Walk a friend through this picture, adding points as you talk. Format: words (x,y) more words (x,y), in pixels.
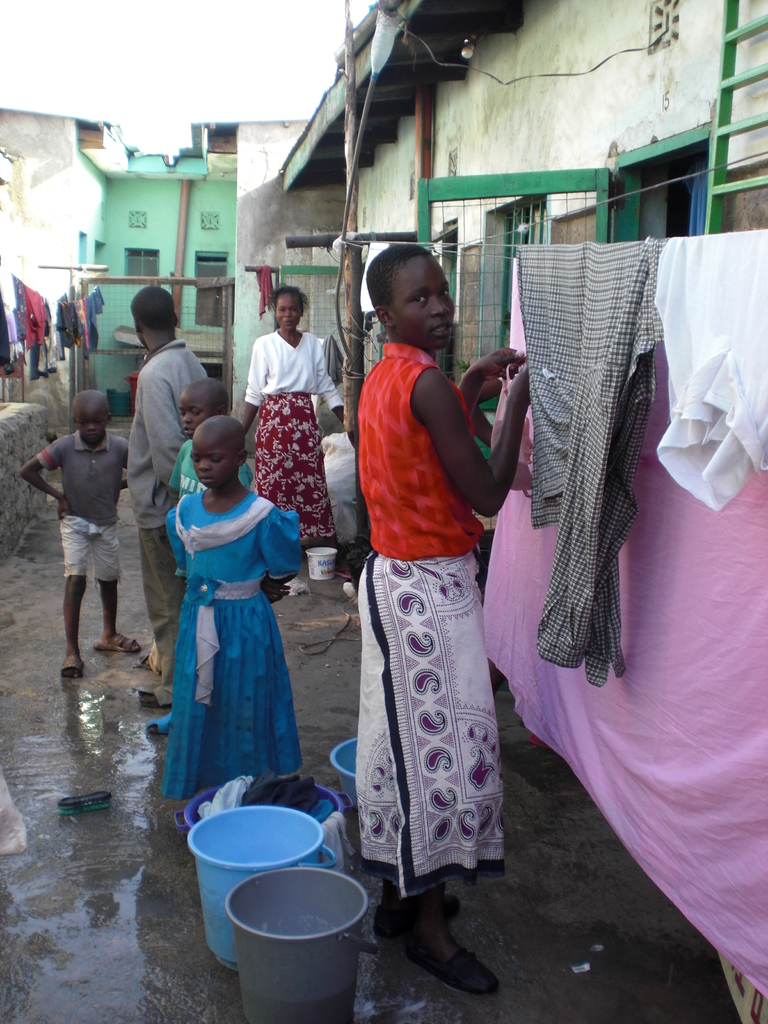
In this picture we can see the houses (460,164), windows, mesh gate (598,170), poles (355,287). We can see the people (74,472) standing. We can see the clothes (44,319) are hanging on the ropes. On the wet floor (135,823) we can see the buckets (220,834), brush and clothes (345,841) in the bucket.
